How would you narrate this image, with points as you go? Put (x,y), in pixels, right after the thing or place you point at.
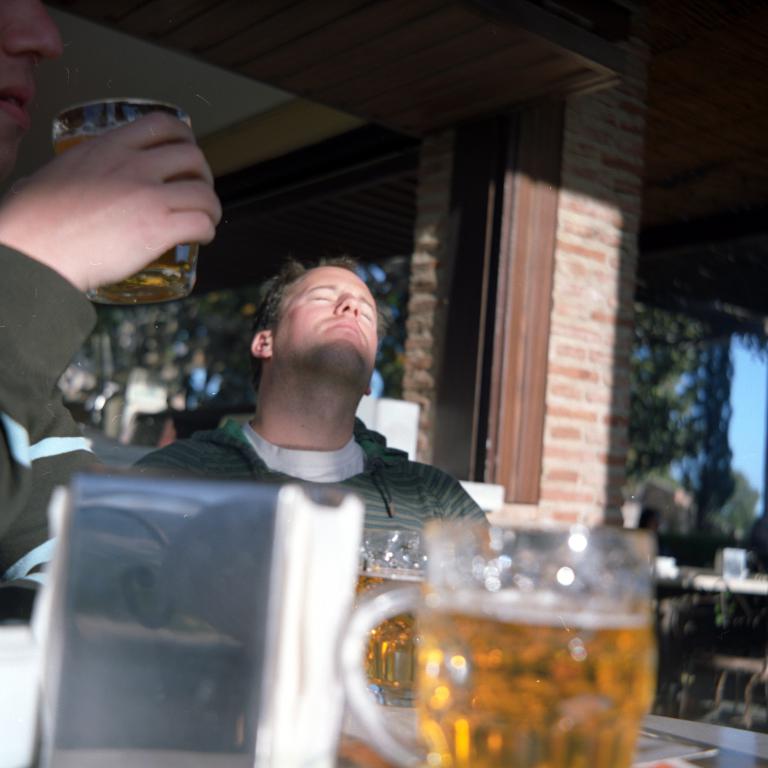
On the right side (587,636), there is a glass (565,664) filled with drink (570,689). Beside this glass (444,731), there is an object (327,595). In the background (349,442), there are two persons (353,420) sitting. One of them is holding a glass (184,296) which is filled with drink (142,297), there is a pillar (605,491) of a building (555,150), there are trees (732,487) and there is blue sky (739,372).
